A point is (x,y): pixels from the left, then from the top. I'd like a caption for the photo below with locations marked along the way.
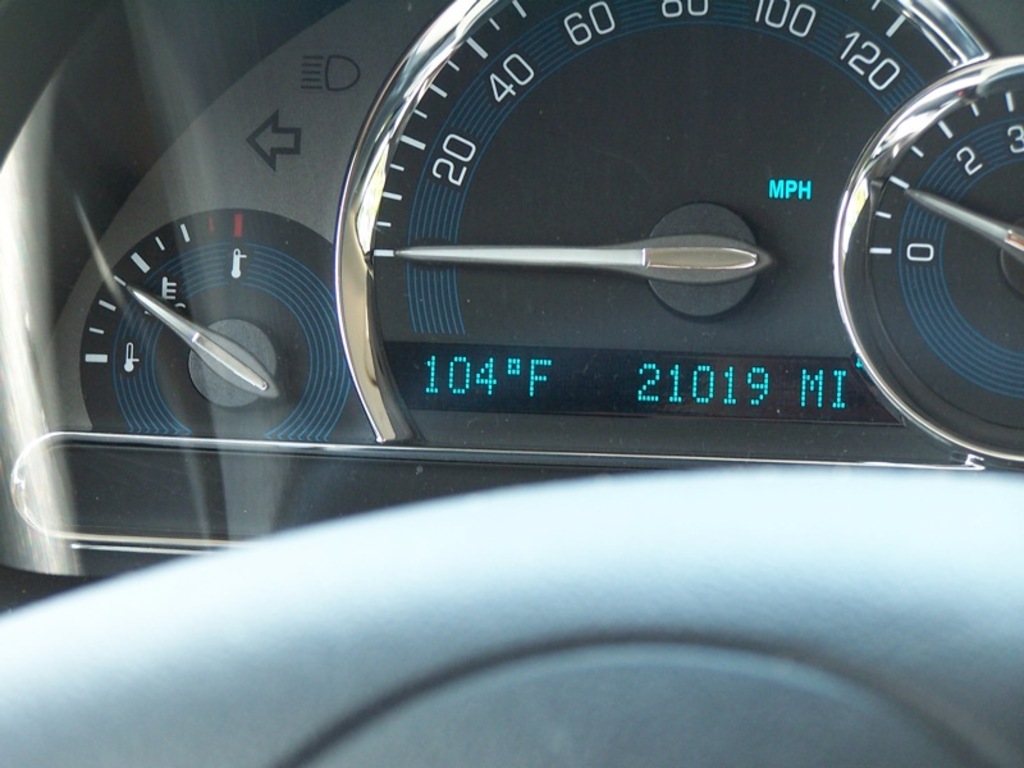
In this image I can see a speedometer (594,167). I can see white color object (596,591) in front (527,607).
